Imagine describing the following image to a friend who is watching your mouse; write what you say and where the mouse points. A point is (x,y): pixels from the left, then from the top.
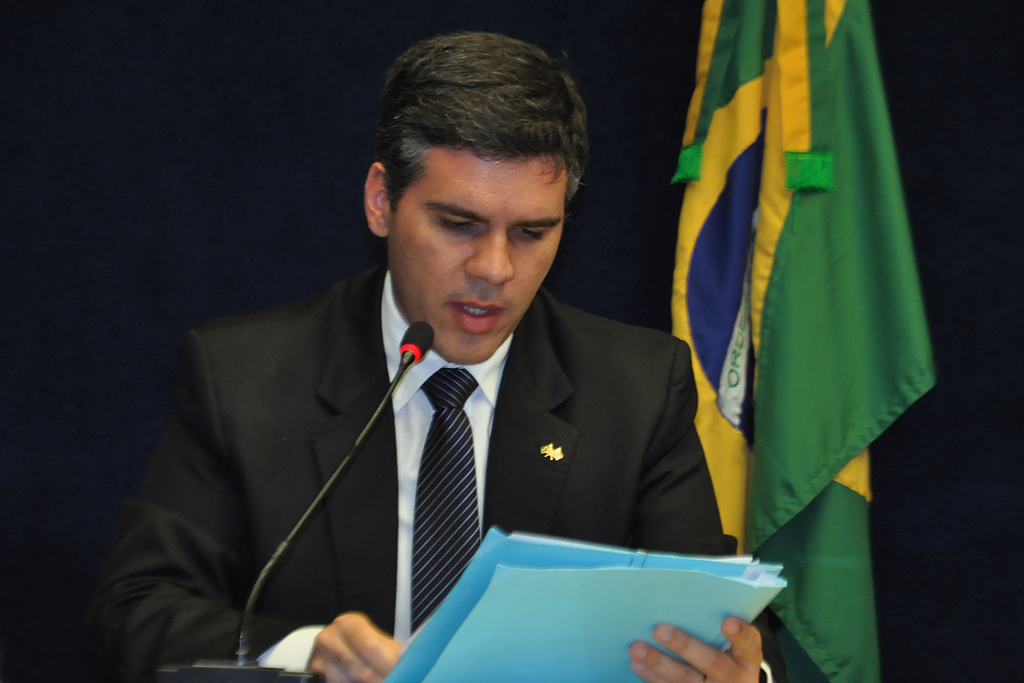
In this picture we can see a man (468,357), he is holding a file (676,569), in front of him we can see a microphone (393,390), in the background (765,321) we can find a flag (832,266).
